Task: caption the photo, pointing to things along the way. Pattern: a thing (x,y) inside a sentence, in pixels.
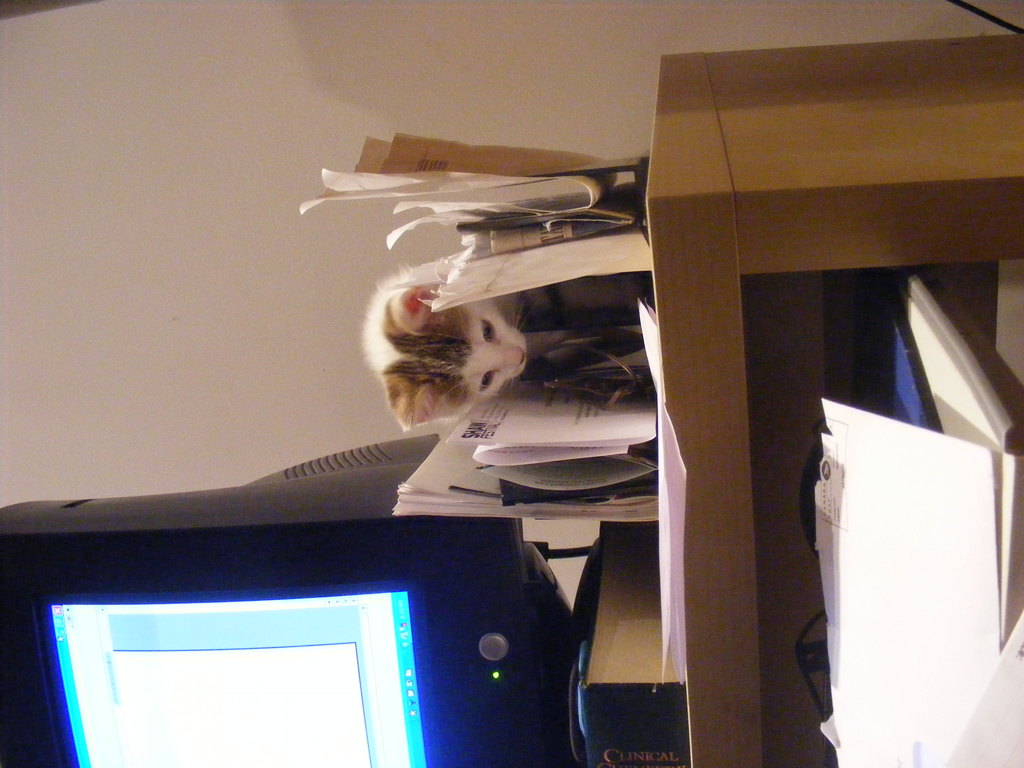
It is a closed room (103,316) where one table (773,363) is present with shelves (780,390) and books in them, on the table (742,579) there are some papers (547,464) and one cat (482,314) is there, beside the papers (525,509) and books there is a one monitor (144,529) present.
